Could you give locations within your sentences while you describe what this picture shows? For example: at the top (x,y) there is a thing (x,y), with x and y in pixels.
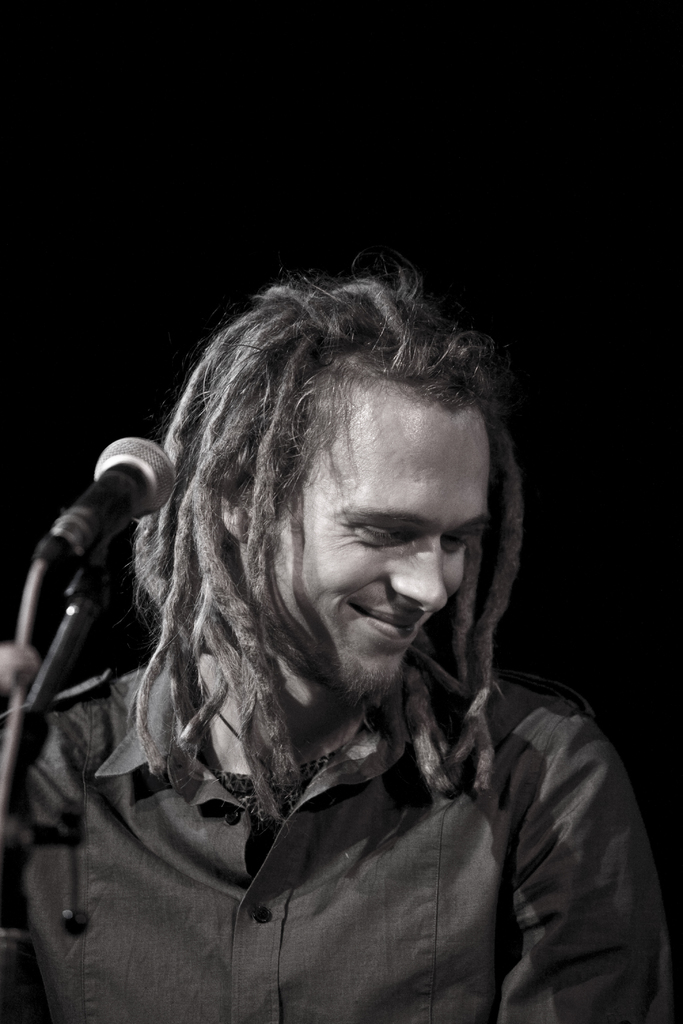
In this picture I can observe a man (255,707) in the middle of the picture (330,525). On the left side (130,496) I can observe a mic (93,486). The background (543,296) is completely dark.
